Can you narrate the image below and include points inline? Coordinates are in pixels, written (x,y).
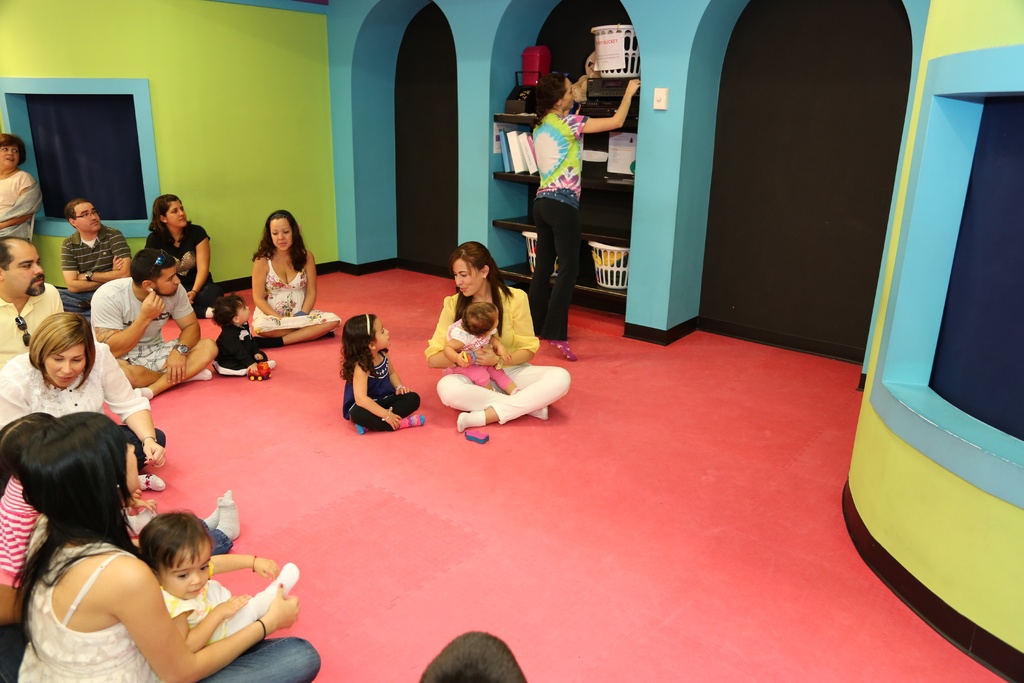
In this picture there is a group of men and women (437,390) sitting down with some small kids (398,389). Behind there is a green and blue color wall (702,236). In the front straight there is a shelf (585,281) and a girl (574,135) standing and taking out the basket (635,73).
